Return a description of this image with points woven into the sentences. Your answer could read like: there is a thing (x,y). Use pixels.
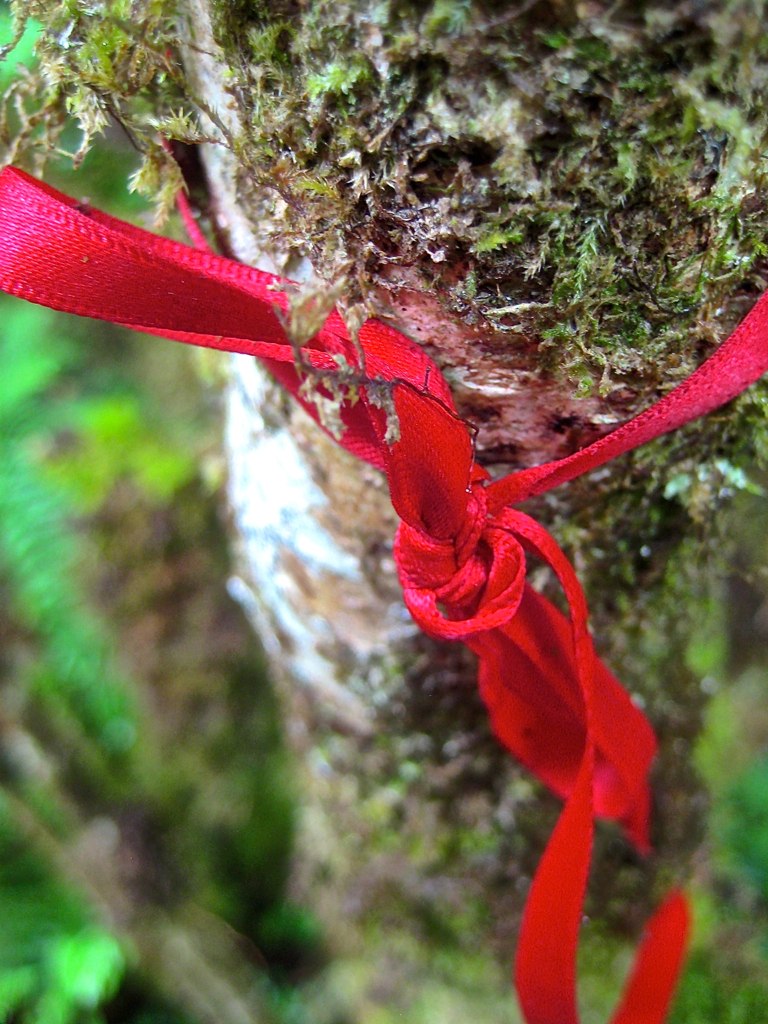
In this image we can see bark (244,229) of a tree (458,247) and a rope (444,471) tied to it.
